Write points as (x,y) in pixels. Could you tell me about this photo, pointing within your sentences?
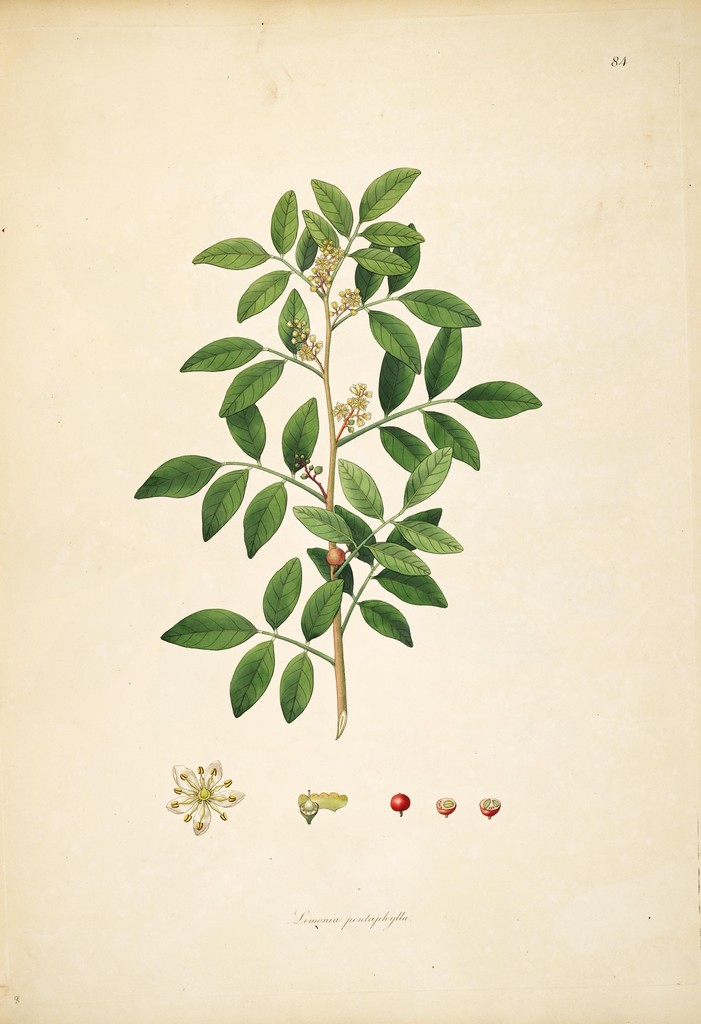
In the image there is a painting (303,419) of a stem (343,732) with leaves (320,604) and branches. Also there are flowers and fruits (343,552). At the bottom of the image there are parts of flowers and fruits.
